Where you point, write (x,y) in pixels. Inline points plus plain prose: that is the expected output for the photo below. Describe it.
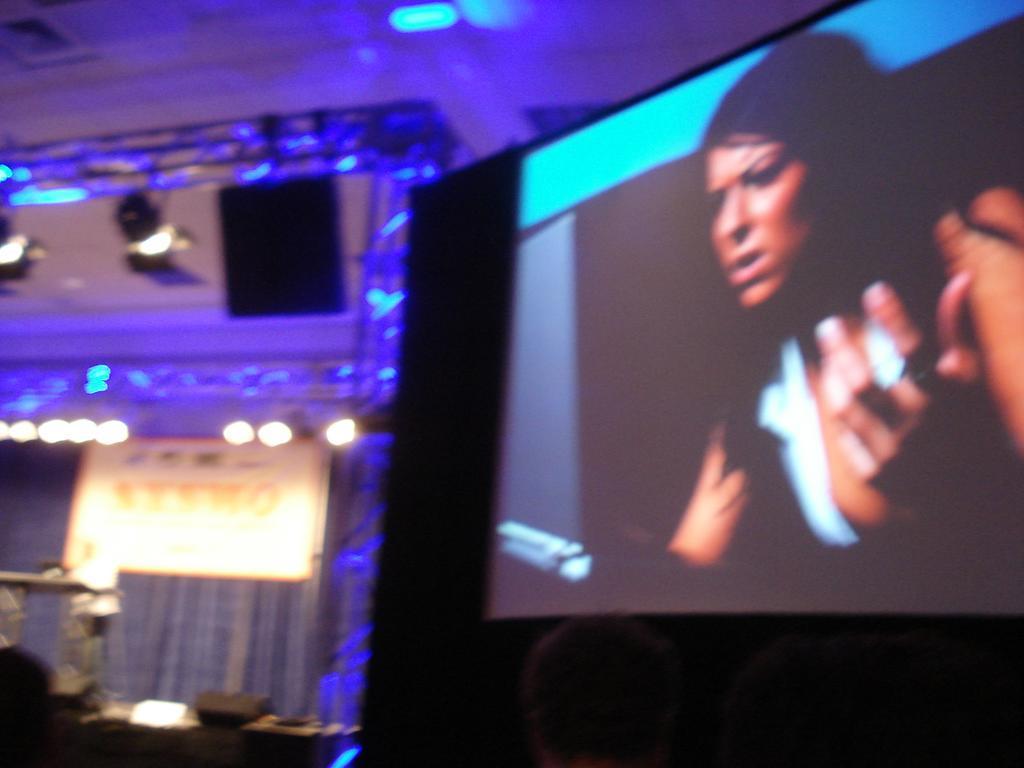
In this image, we can see a person (831,228) on the screen (563,396) and in the background (406,127), there are lights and we can see some frames (279,381) and some other objects (75,606) and a cloth (256,677). At the top (514,52), there is a roof (517,44).
